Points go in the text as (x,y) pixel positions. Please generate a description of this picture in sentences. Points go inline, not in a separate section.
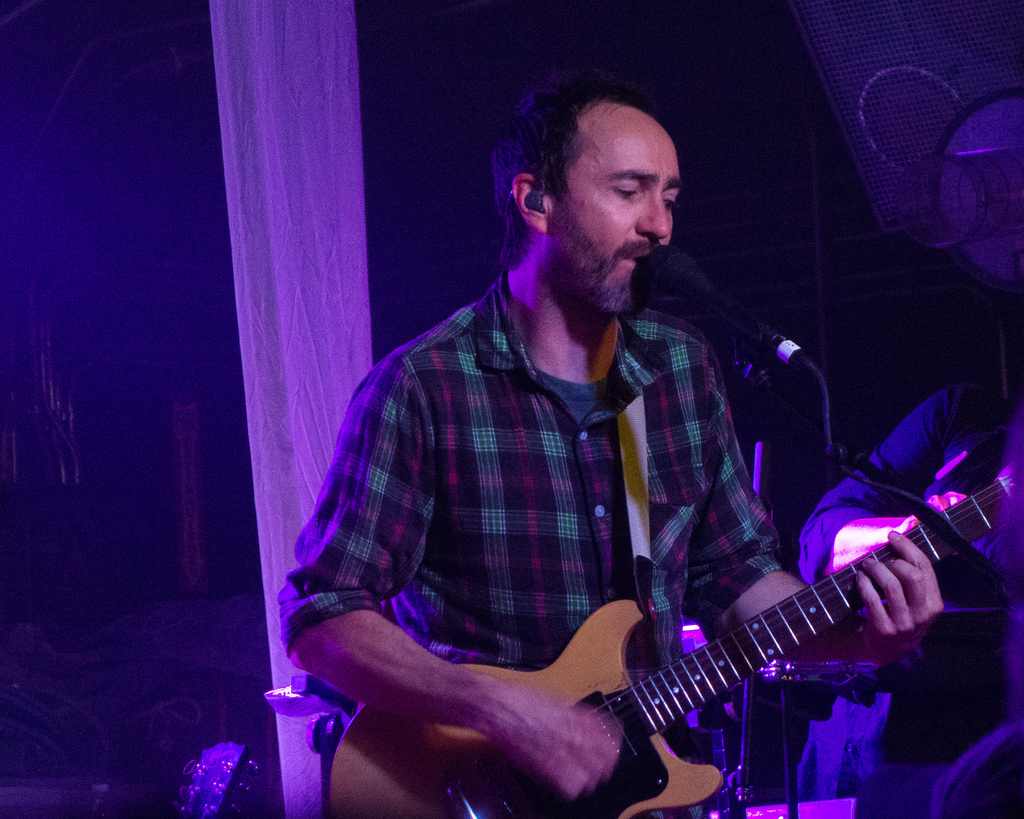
A person (504,492) is holding a guitar (612,648) and singing. In front of him there is a mic (656,258) and mic stand (852,470). He is wearing a headphones (532,202). In the background (335,181) there is a white curtain (322,200). Some persons (947,392) are standing behind him.
